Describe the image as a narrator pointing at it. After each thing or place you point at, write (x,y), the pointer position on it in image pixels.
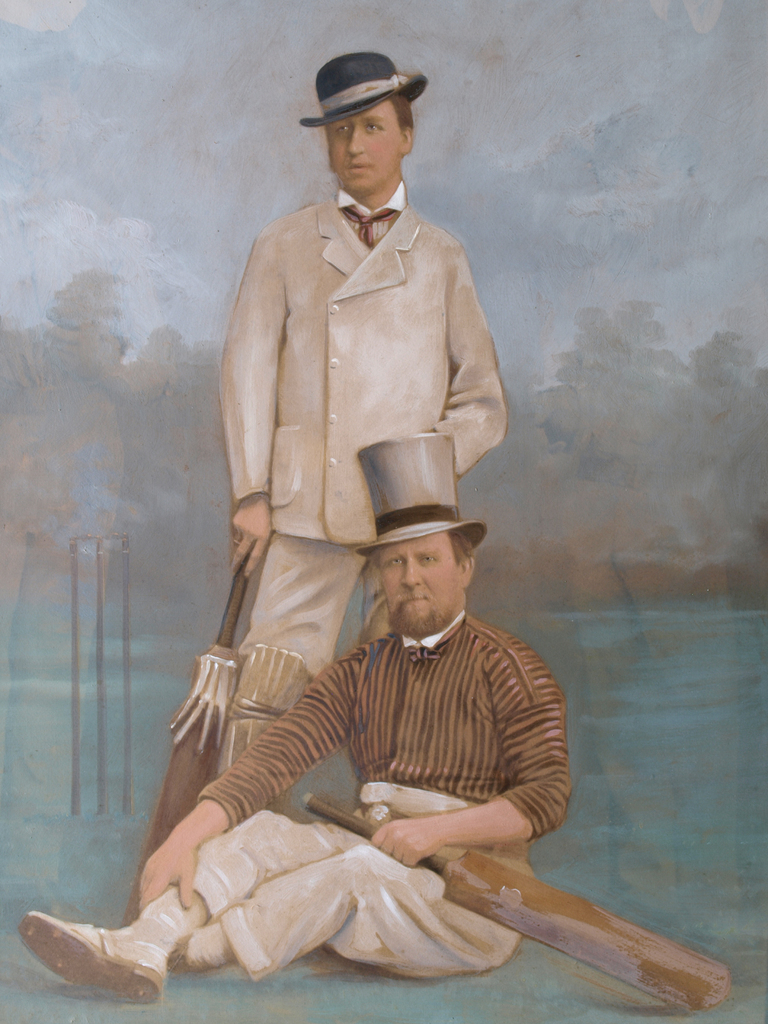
This is a picture of a painting (468,676), where there are two persons (318,641) with hats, and they are holding bats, and in the background (36,375) there is a wicket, trees (676,576) and sky (422,118).
